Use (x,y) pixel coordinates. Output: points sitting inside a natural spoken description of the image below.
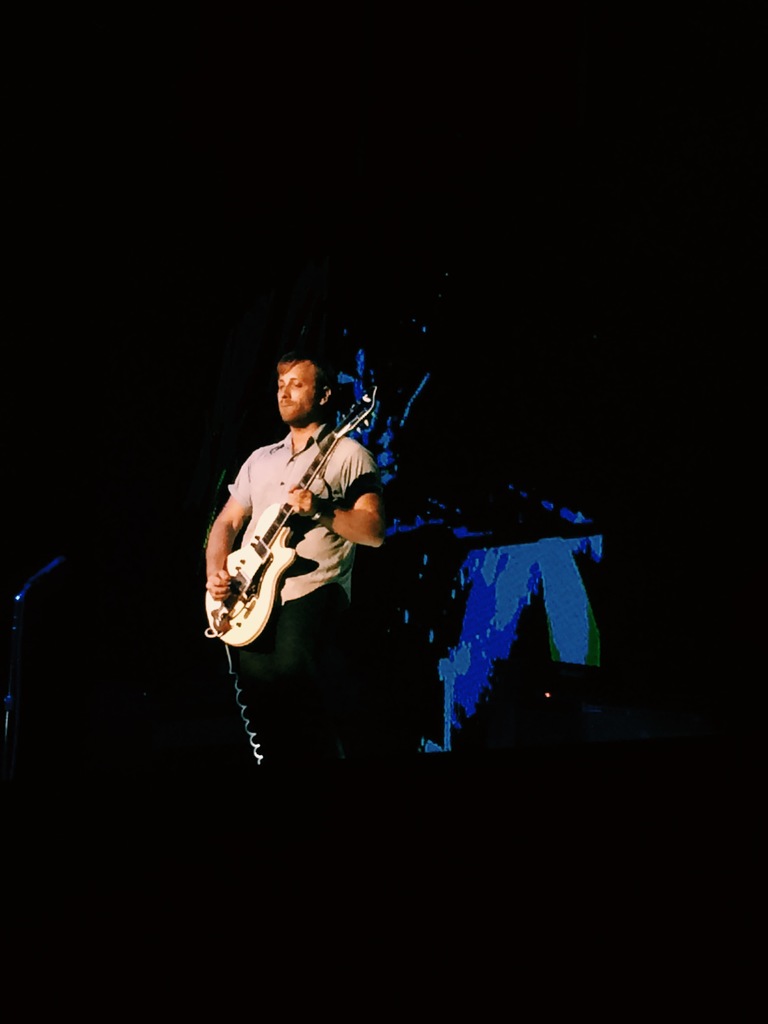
In this image we can see a person (305,647) standing and playing a guitar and the background (401,149) is dark.
